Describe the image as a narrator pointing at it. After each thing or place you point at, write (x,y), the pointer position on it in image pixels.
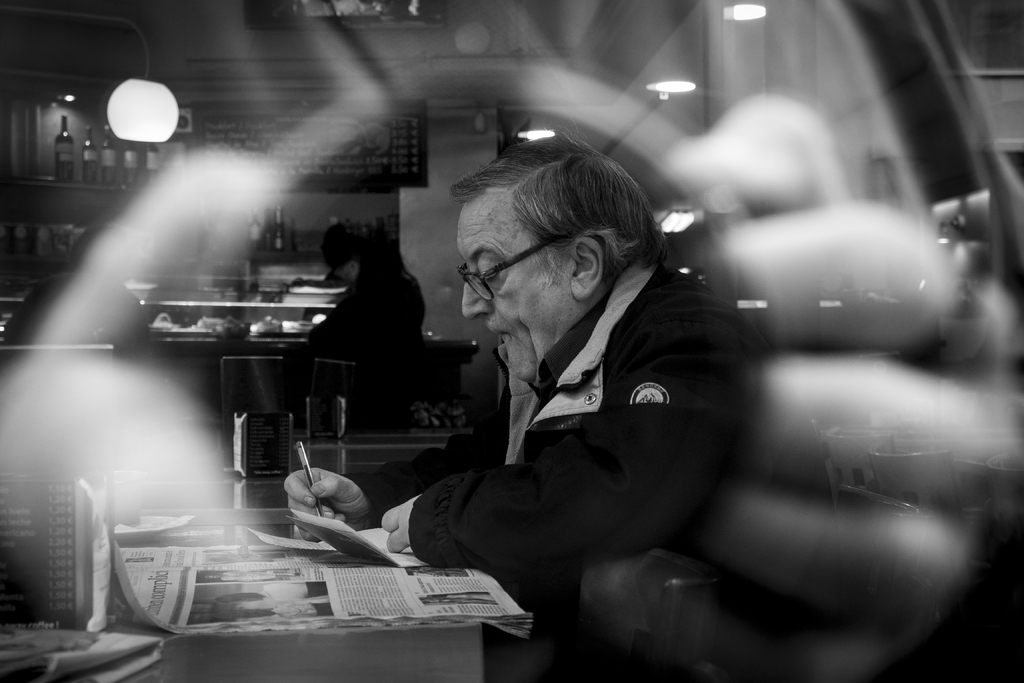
As we can see there is a black image and its a cafeteria (296,345) in which a man (604,415) sitting and he writing something with pen (307,479) on a paper (305,525) and there is a newspaper (232,591) on the table (125,570) and along with it there is a menu card (63,533) and at the back (253,298) there is a open kitchen (204,315) where the food items (315,323) are served. There is a person (361,315) sitting on the chair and behind it there is a board (330,138) on which menu (308,129) is written beside it there are wine bottle (107,174) kept in a rack (73,179).
